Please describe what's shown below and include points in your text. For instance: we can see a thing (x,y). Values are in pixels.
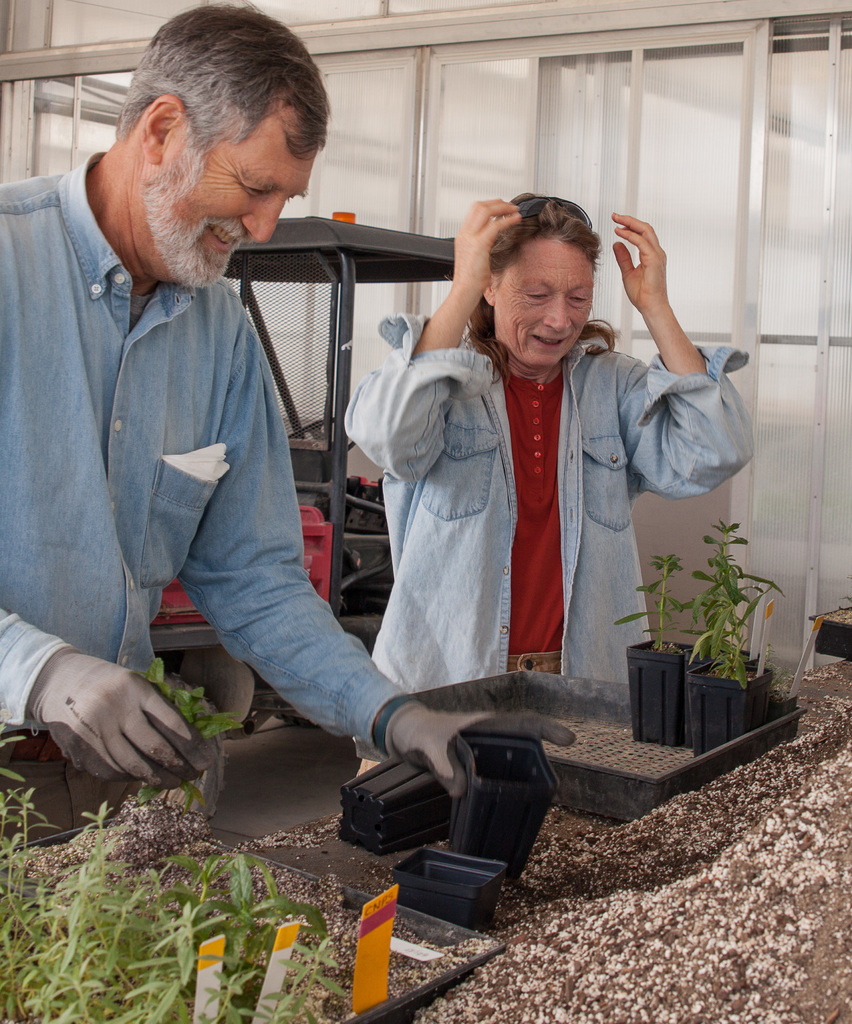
In this image I can see two persons (258,367) are standing and I can see one of them is wearing gloves (458,764). In the front of them I can see few plants (108,939) and few black colour things (540,761). I can also see yellow and white colour things (370,957) on the bottom left side (212,942) and in the background (304,306) I can see a red and black colour vehicle (342,258).
